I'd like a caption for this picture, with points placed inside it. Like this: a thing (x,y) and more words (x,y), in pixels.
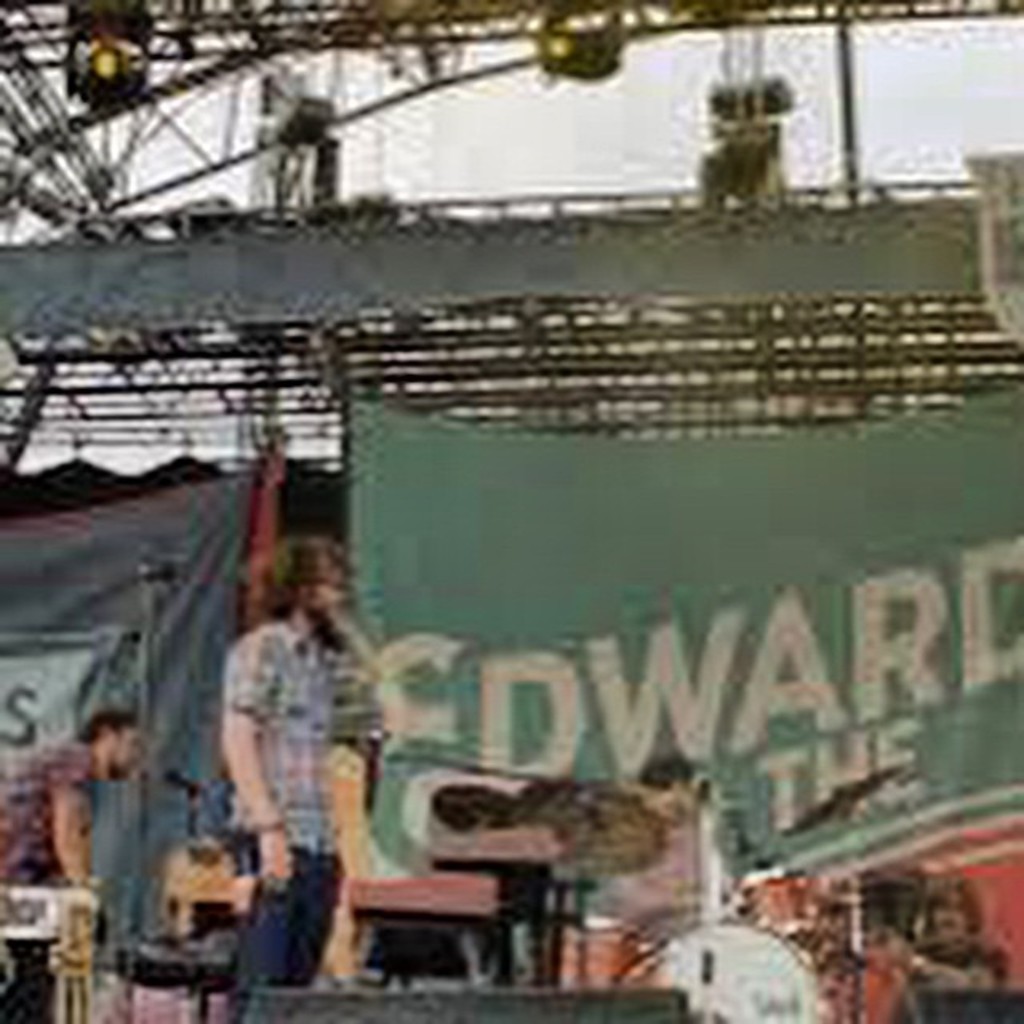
This is a slightly blur picture. I can see few persons (690,863). There are drums (752,946), cymbals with the cymbals stands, musical instruments (537,856), banners (115,581), focus lights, lighting truss (59,35) and some other objects (48,913), and in the background (523,138) there is the sky (441,100).
